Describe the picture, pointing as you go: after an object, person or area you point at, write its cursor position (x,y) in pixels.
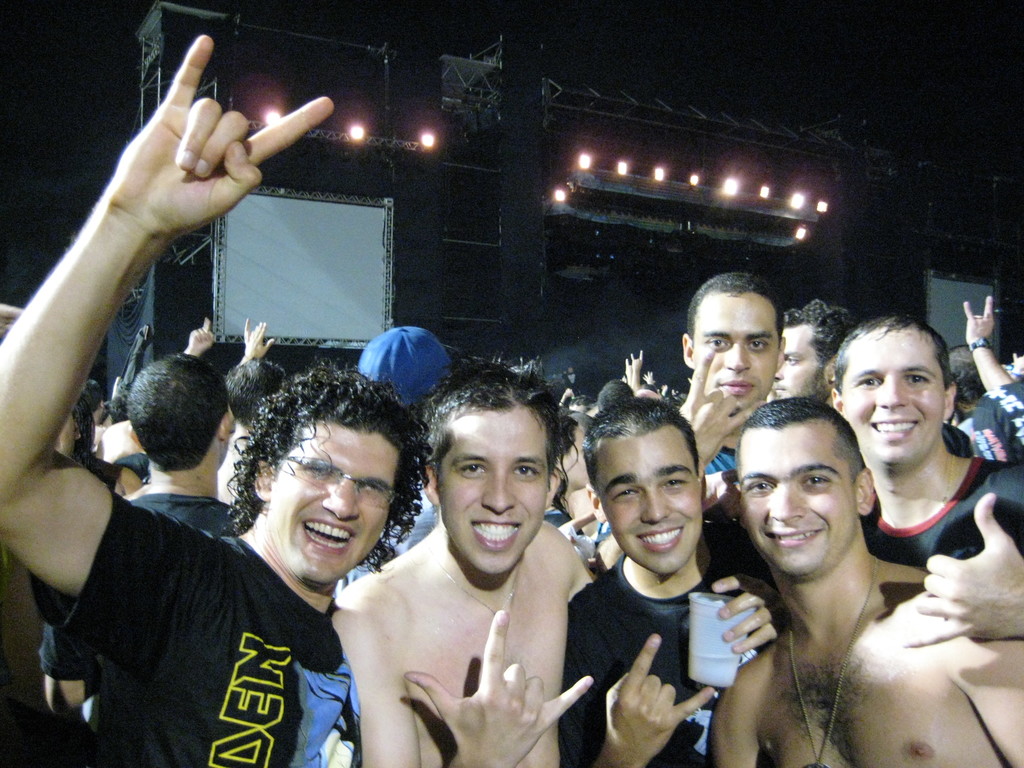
In this image we can see many people (657,483). One person (668,587) is holding a glass (694,638). Another person (342,557) is wearing specs (311,475). In the background (292,291) there is a board (275,254). Also there are lights (661,174).
